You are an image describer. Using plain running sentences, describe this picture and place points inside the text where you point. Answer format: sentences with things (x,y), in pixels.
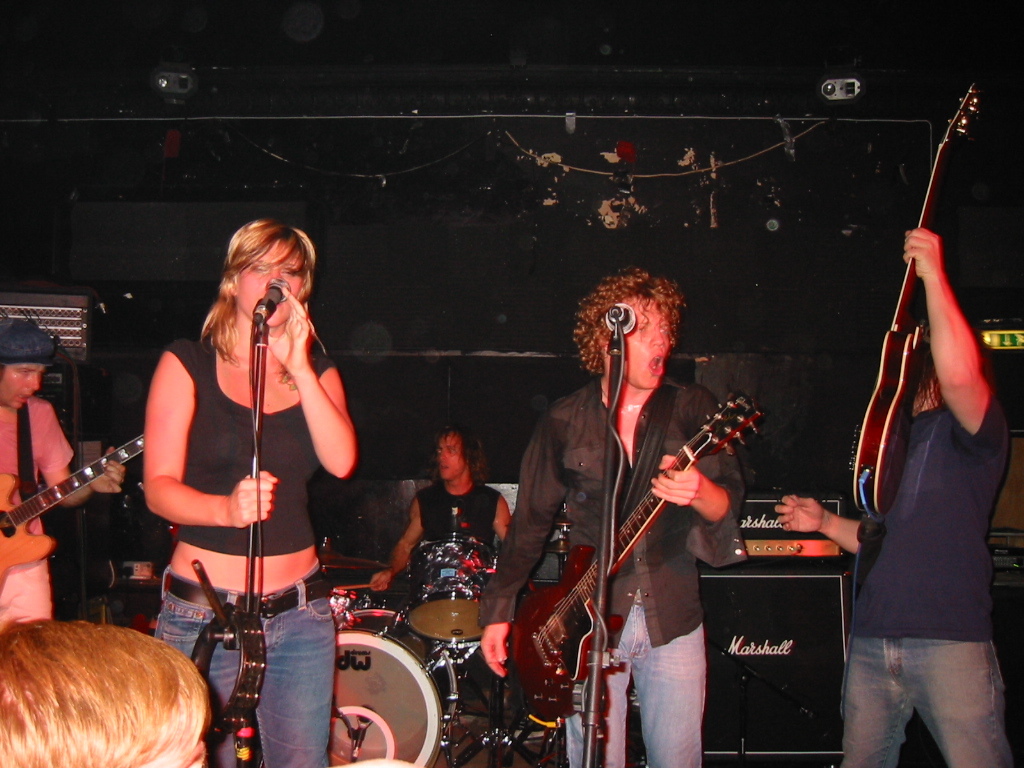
In the image we can see there are people (505,607) who are standing and they are holding guitar (538,690) in their hand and a woman (241,369) is standing and she is holding mic (262,306) and at the back (463,469) there is a man (453,452) who is playing drum set (393,677).
